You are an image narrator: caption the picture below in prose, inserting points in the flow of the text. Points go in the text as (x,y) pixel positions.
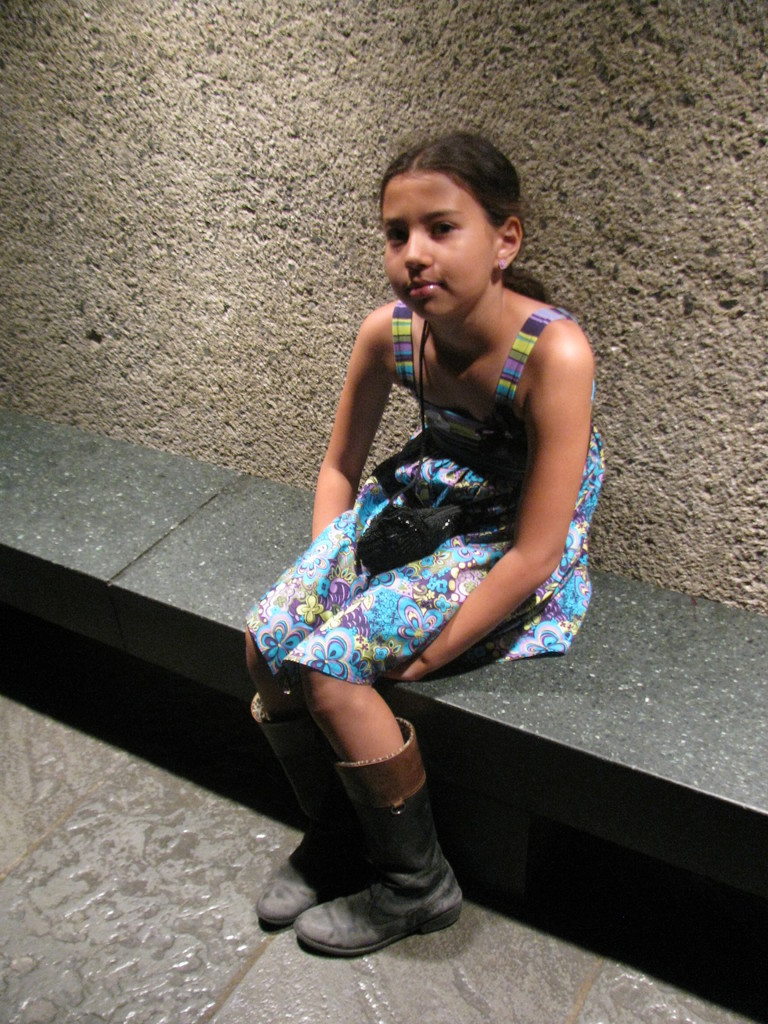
In this image we can see a kid (503,569) wearing multi color dress (258,614) and black color boots (415,791) sitting on surface (509,690) and in the background of the image (186,139) there is a wall (186,139).
